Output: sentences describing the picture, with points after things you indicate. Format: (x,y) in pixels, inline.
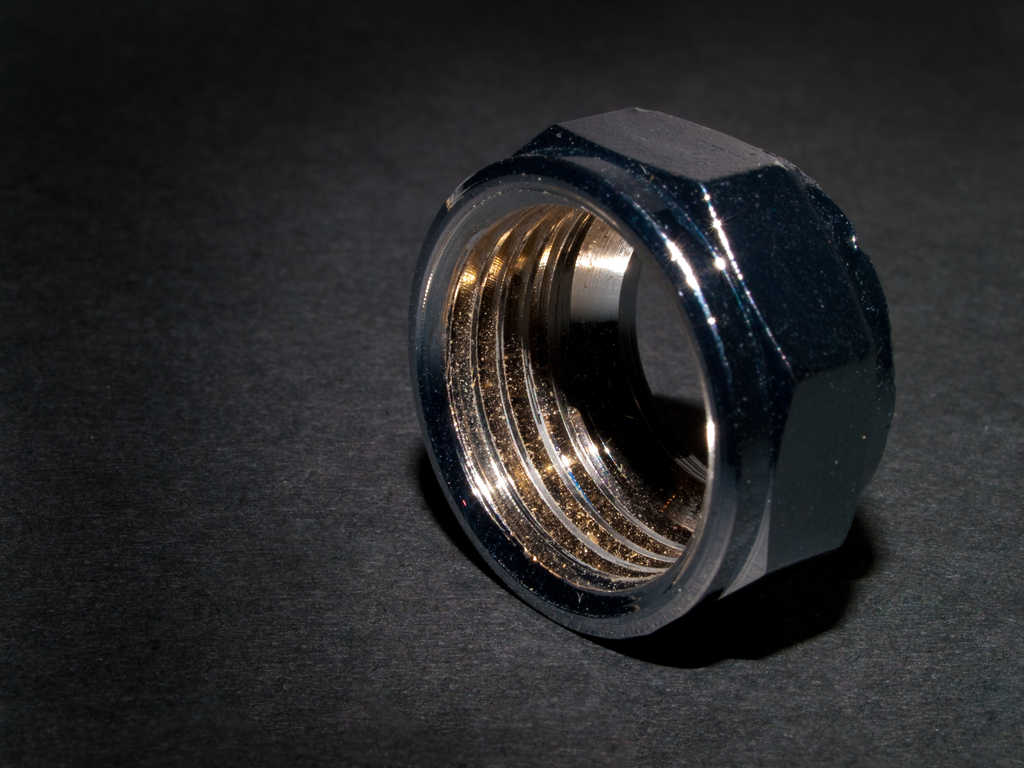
In this image we can see a nut (566,302) on the surface (565,731).
